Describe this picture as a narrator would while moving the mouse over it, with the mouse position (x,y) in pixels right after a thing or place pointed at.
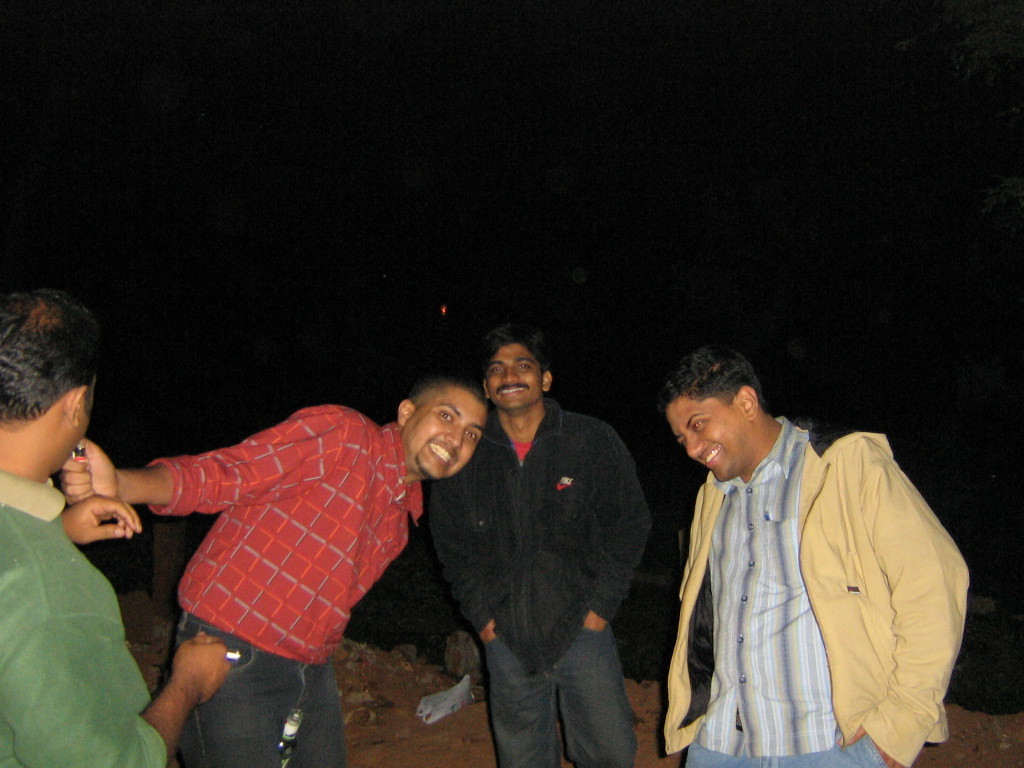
Here I can see four men (57,565) standing on the ground (368,708). Three men (379,542) are smiling. One man (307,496) is holding an object (80,454) in the hand (92,471). The background (175,159) is dark.
